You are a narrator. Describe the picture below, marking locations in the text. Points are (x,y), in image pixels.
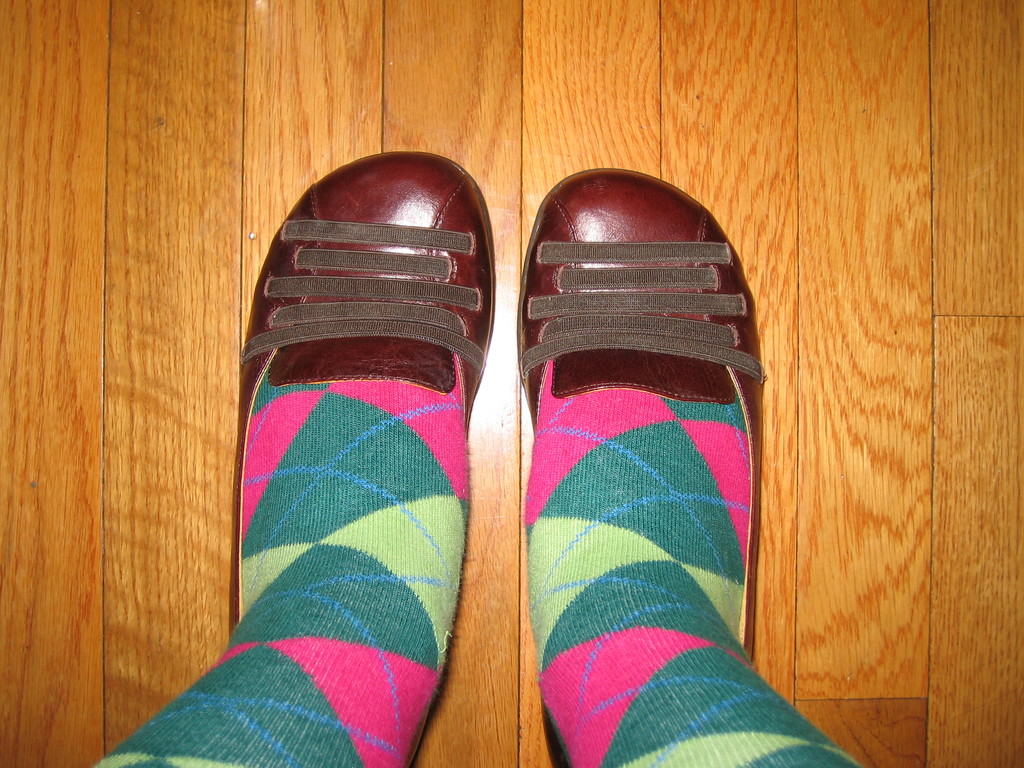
In this image, I can see a person's legs (540,561), shoes (473,325) and a wooden object (335,9). This image is taken, maybe in a room (417,429).
